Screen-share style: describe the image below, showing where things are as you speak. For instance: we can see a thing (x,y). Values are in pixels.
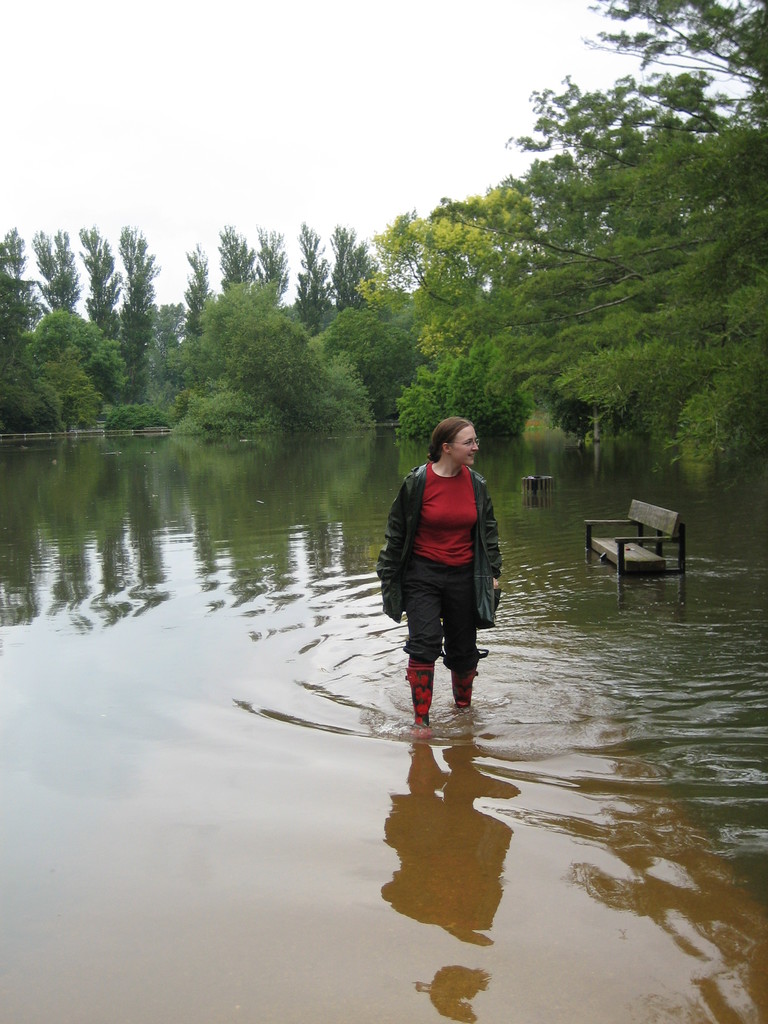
There is a lady (422,501) standing in water (360,601). There is a bench (640,507). In the background of the image (315,381) there are trees (279,344) and sky (208,232).
